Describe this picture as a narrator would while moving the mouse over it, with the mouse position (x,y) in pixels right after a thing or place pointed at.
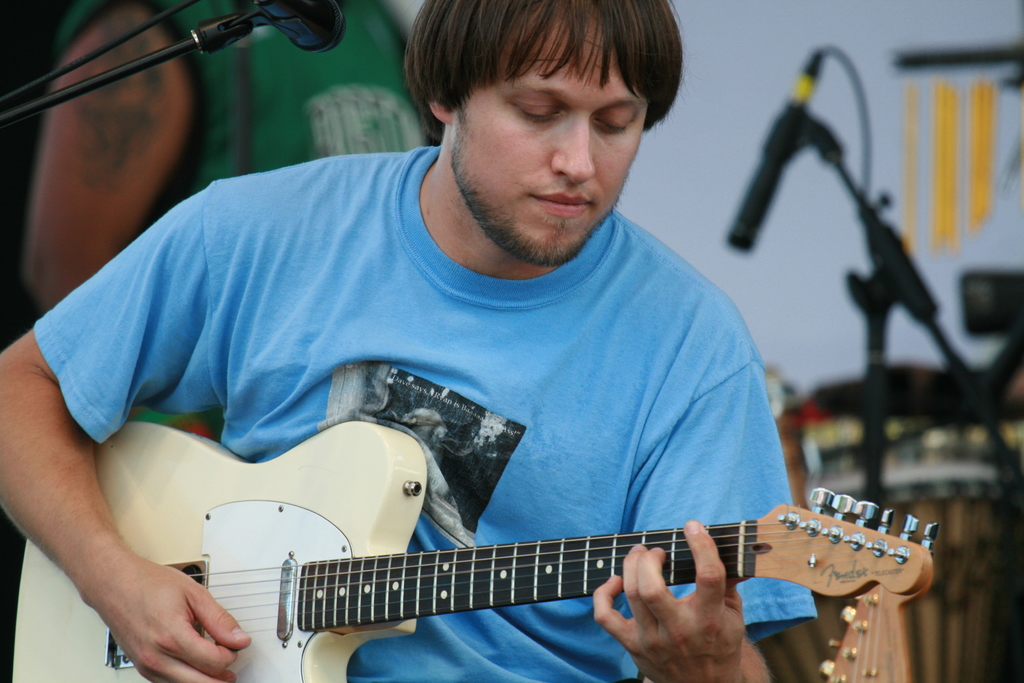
In this picture there is a man (568,161). He is wearing a blue t shirt (579,351) and playing a guitar (521,560). Towards the top left (257,29) there is a mike (207,29). Towards the right (920,294) there is a mike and a stand (871,431).
